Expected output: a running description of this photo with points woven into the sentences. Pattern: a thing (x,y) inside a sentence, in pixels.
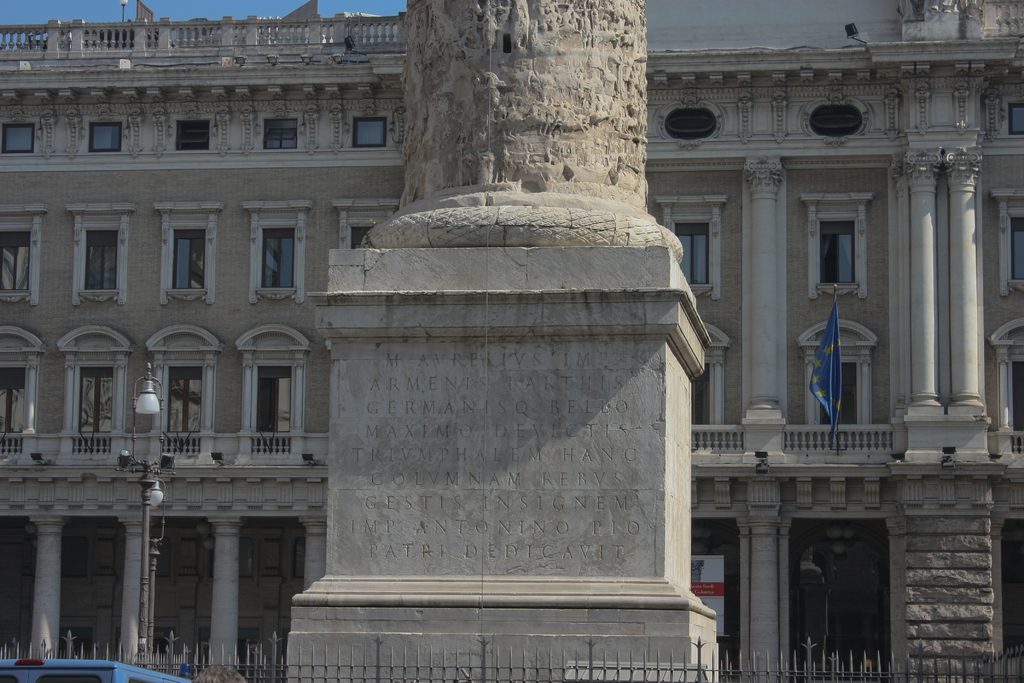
In this image I can see the rail (377,667). I can see the building (935,171). I can see a flag (836,356).
